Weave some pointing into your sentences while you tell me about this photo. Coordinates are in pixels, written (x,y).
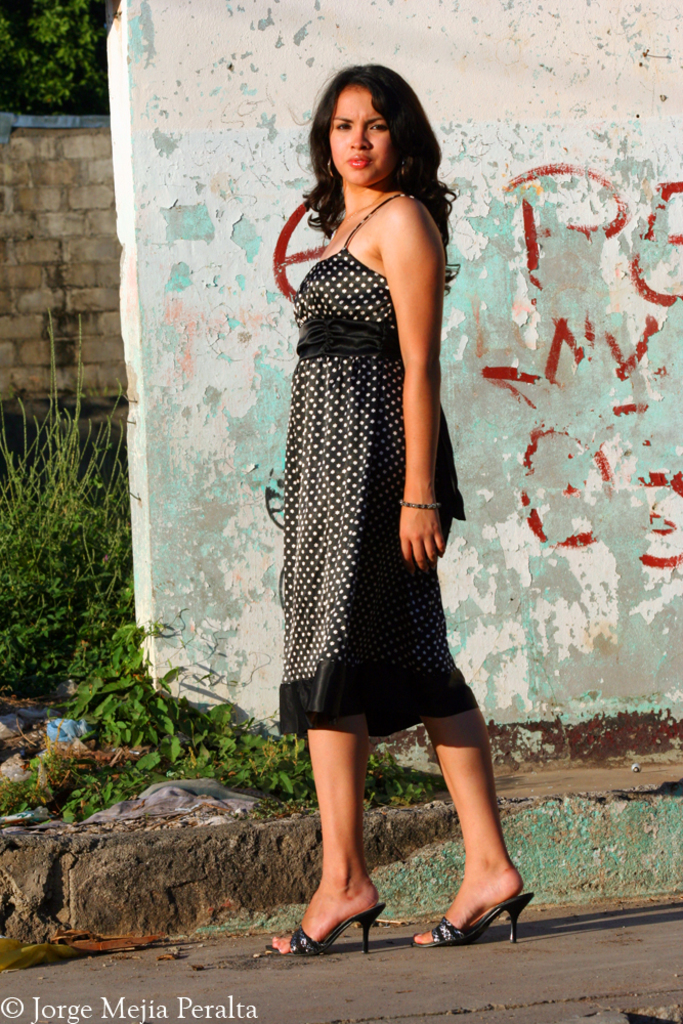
In this picture, we can see a person (374,714), road (221,943), path (1,842), plants (128,715), trees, walls (192,664), we can see some water mark (142,1018) on the bottom left side of the picture (136,1011).
